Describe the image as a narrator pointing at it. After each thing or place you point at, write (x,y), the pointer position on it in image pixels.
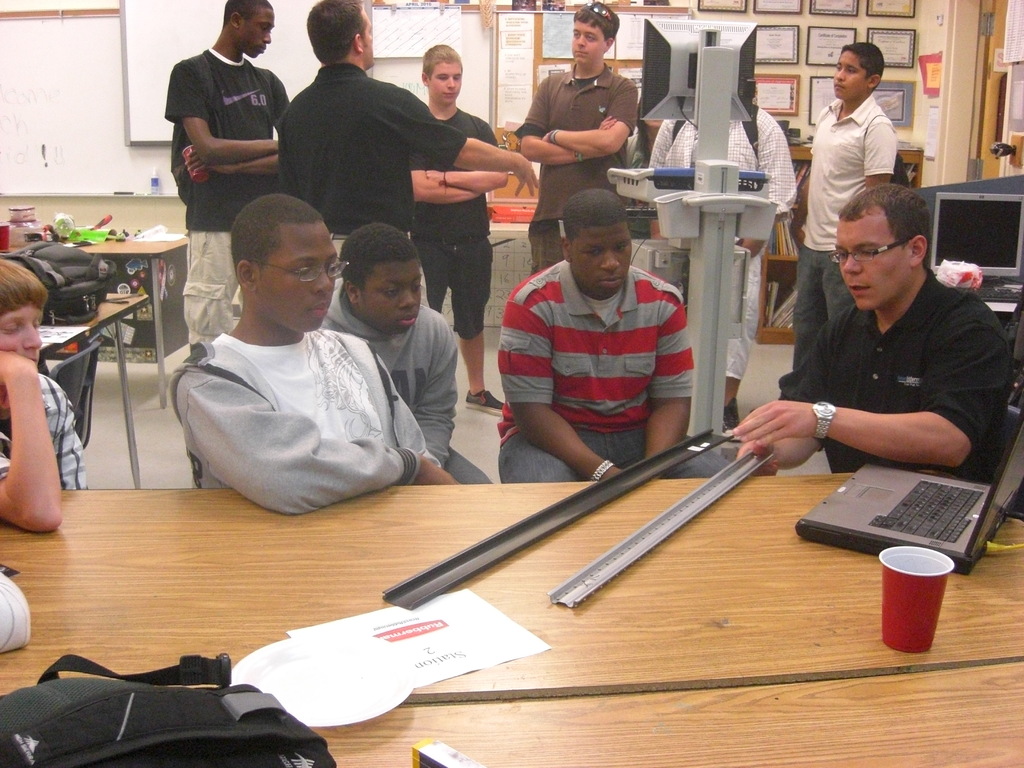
In this picture we can see a group of people (212,419), among them few people (321,405) sitting and few people (438,195) standing. At the bottom of the image (492,635), there are papers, a cup (886,610), bag (190,740), laptop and some objects (428,580) on the tables (533,658). On the right side of the image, there is another laptop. On the left side of the image (79,259), there are some objects (74,224) on the tables (136,300). Behind the sitting people (661,285), there is a monitor (678,81) with a stand (712,300). Behind the people (431,101), there are white boards (206,41) and photo frames (837,56) attached to the wall (890,77).
